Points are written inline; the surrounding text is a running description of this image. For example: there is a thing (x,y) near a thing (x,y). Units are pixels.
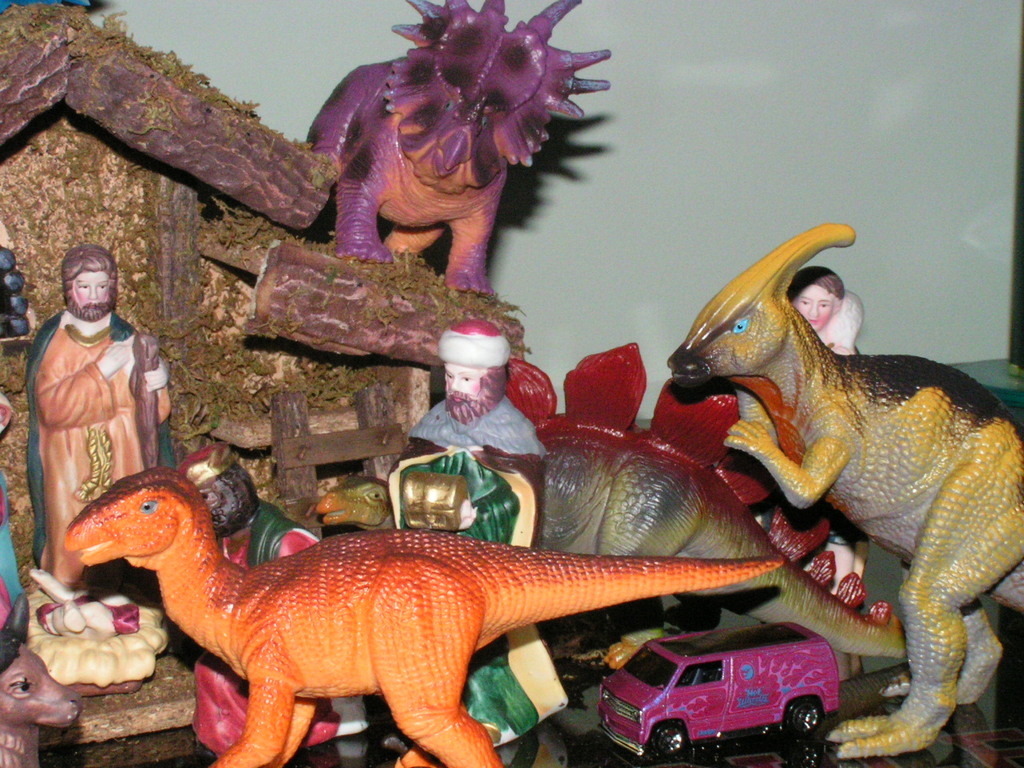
In this picture we can see few toys (536,525) and a wall (801,129).
